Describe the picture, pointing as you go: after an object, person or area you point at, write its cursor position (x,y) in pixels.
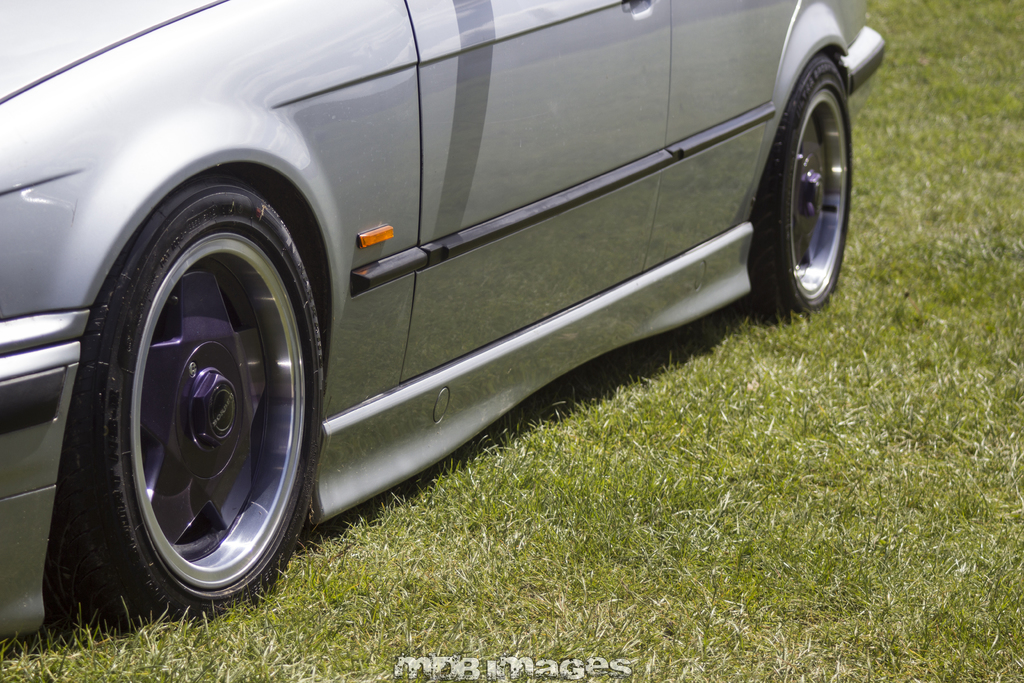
In this image we can see a car (559,284) on the grass (599,441).
